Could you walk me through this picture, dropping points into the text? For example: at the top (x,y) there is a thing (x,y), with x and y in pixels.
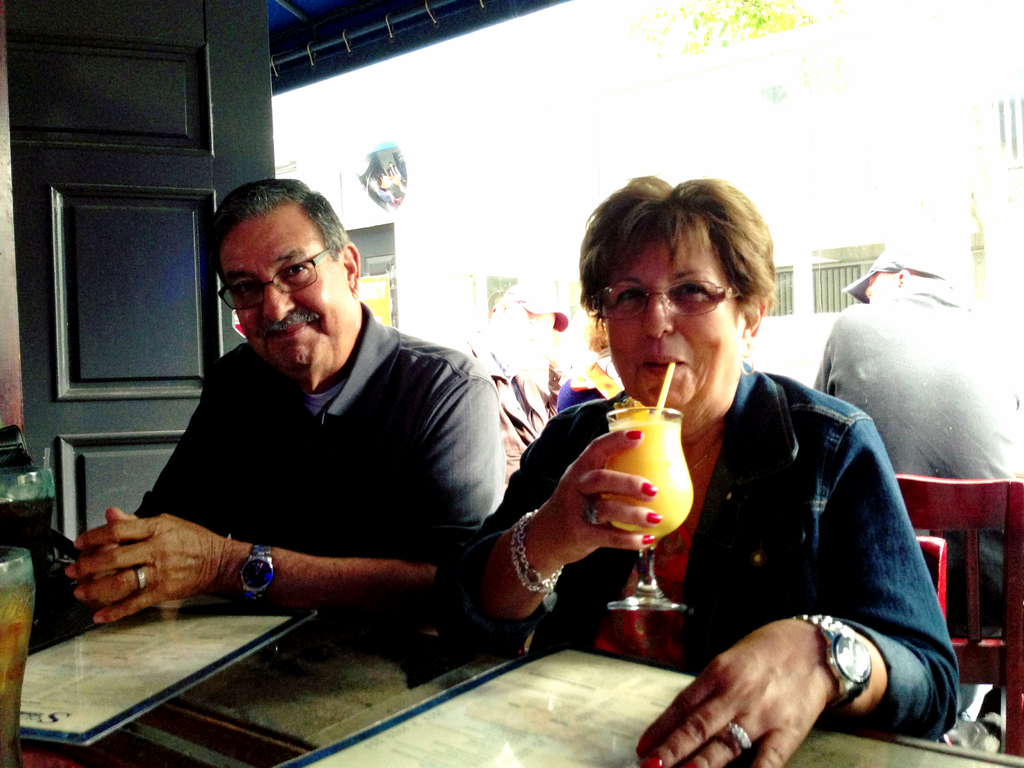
In this image there are two persons (623,496) sitting on the chairs (962,611) and keeping the hands (750,640) on table (325,663). The person (269,487) towards the left (269,491) is a man (263,503) and the person (774,515) towards the right (723,438) is a woman (761,500), who is drinking the juice (664,470). On the table (371,670) there are menu cards (127,647), glass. At the background (78,99) there is a door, trees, wall (528,150), building (855,204) and another group of people (949,427) who are sitting around the table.
